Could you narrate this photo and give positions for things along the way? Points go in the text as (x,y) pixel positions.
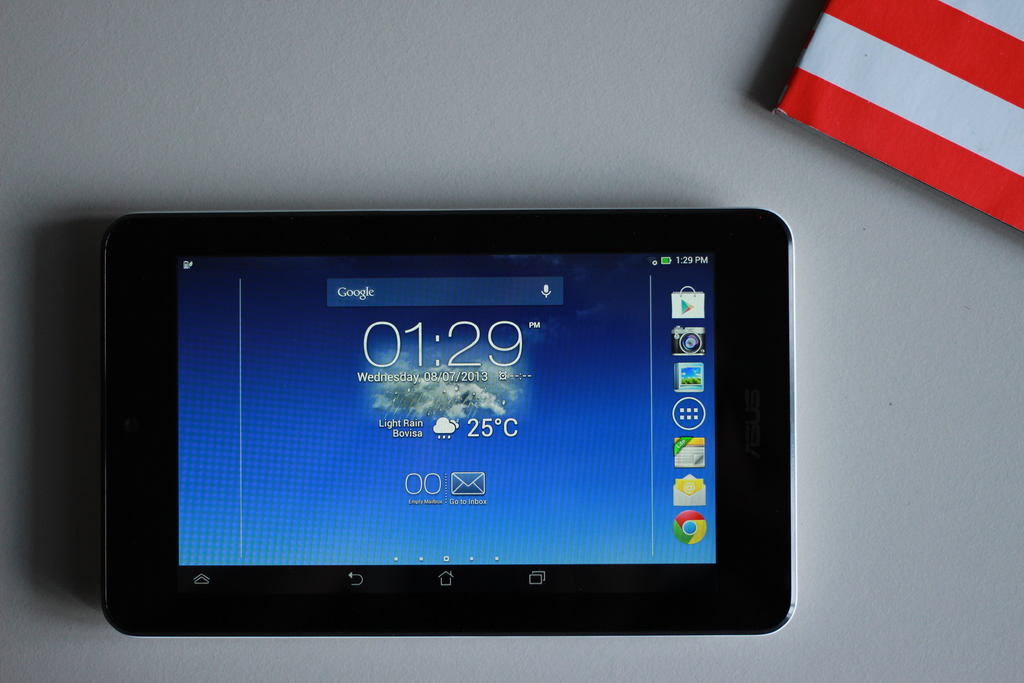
In this image I can see the tablet (339,493) which is in black color. To the side there is a red and white color object (852,124). These are on the white color surface (504,132).
